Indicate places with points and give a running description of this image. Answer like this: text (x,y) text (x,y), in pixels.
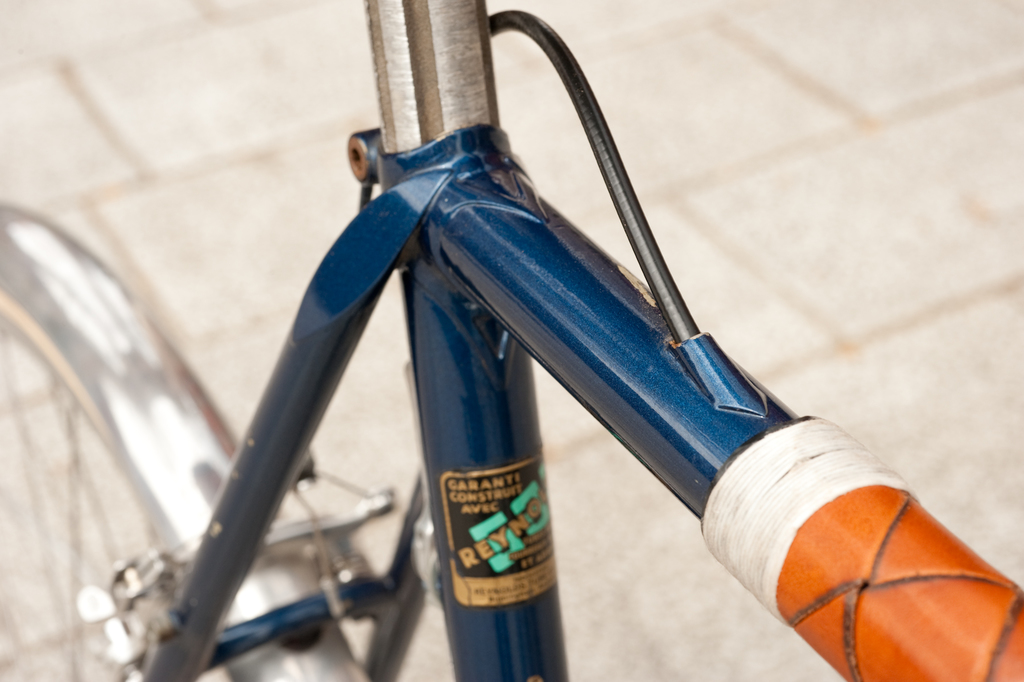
In the picture there is a partial image of a cycle (441,336), there are three rods (432,381) and a wheel (154,395) are visible in the picture.
